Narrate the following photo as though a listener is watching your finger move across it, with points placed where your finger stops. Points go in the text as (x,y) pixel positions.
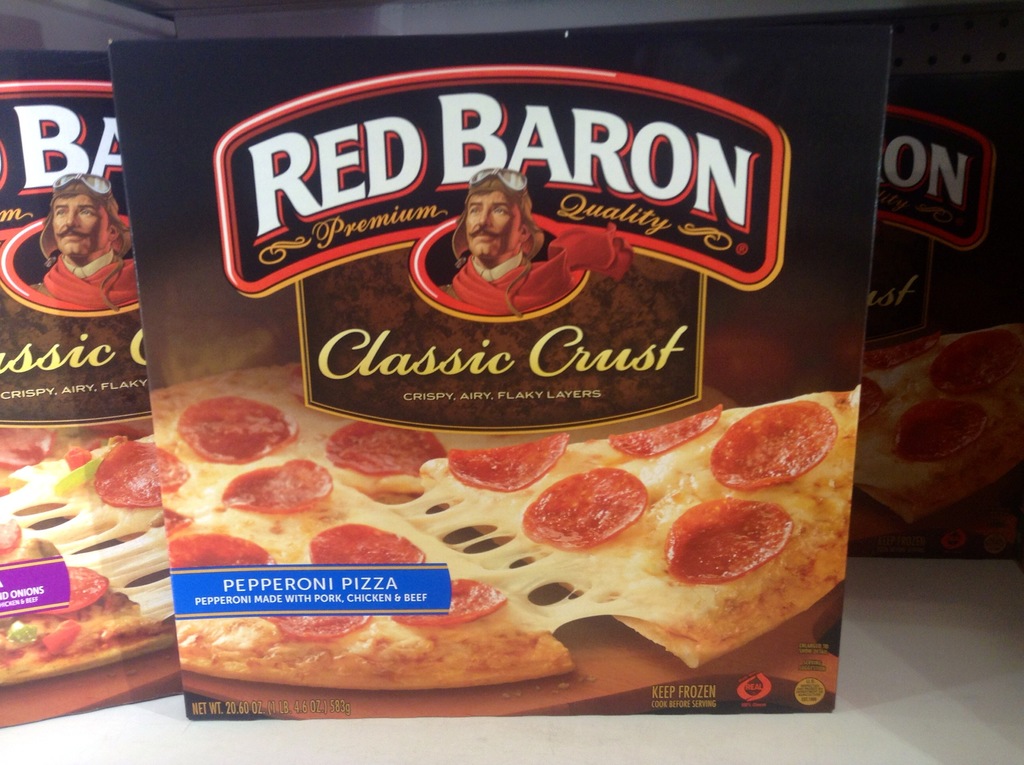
Here we can see three boxes (486,424) on a platform (855,745). On this box (728,477) we can see a pizza (515,539) and a cartoon person (524,252).
